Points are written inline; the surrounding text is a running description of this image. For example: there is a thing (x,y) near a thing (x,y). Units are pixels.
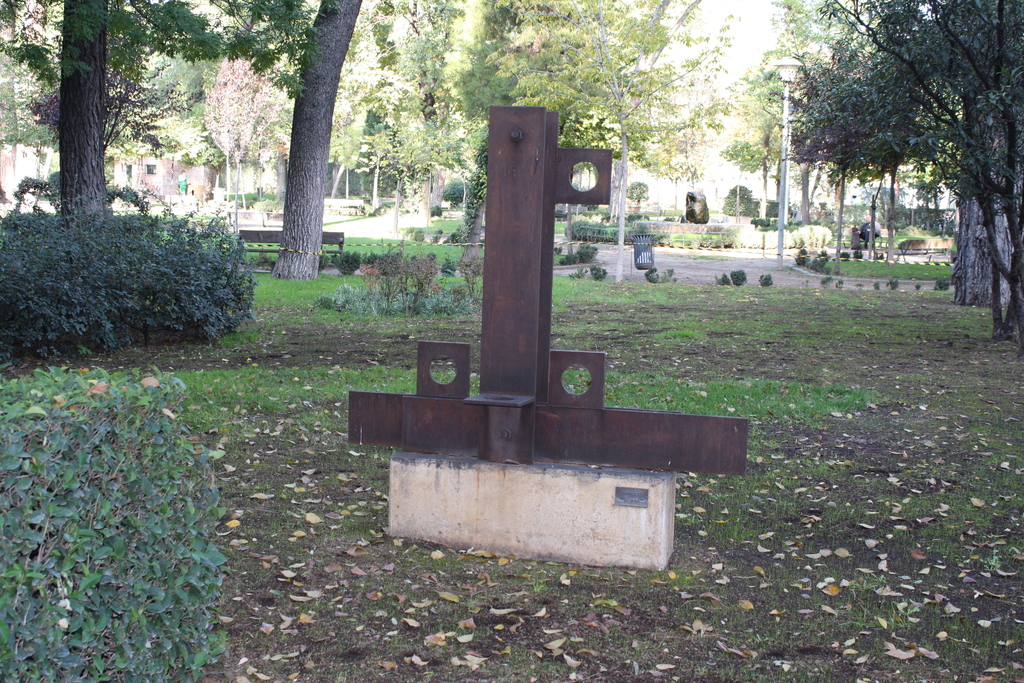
In this image, we can see a metal object (505,390) and we can see some plants (33,573), there are some trees (327,85), we can see a pole (787,139) and a light (794,80) on the pole (779,209).
